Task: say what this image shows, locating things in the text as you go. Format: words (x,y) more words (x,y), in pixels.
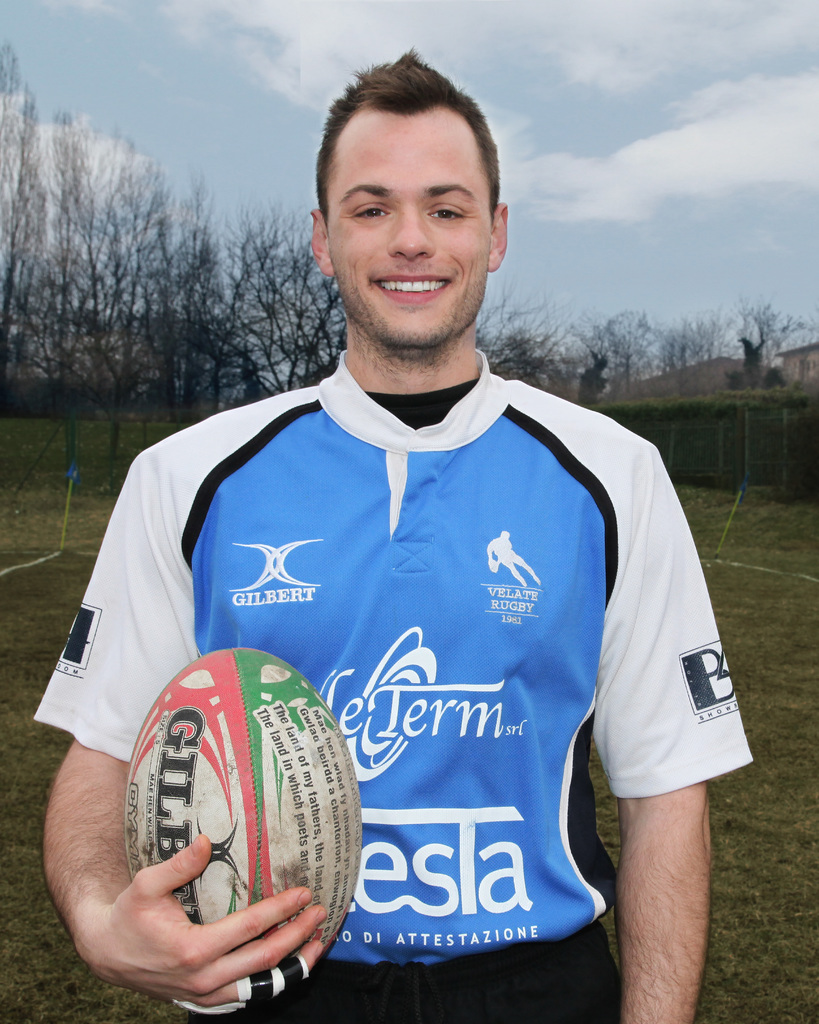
There is one man (432,716) standing and holding a ball (318,779) at the bottom of this image (379,811). We can see trees (38,363) in the background (72,385). There is a sky (569,121) at the top of this image (643,196).
